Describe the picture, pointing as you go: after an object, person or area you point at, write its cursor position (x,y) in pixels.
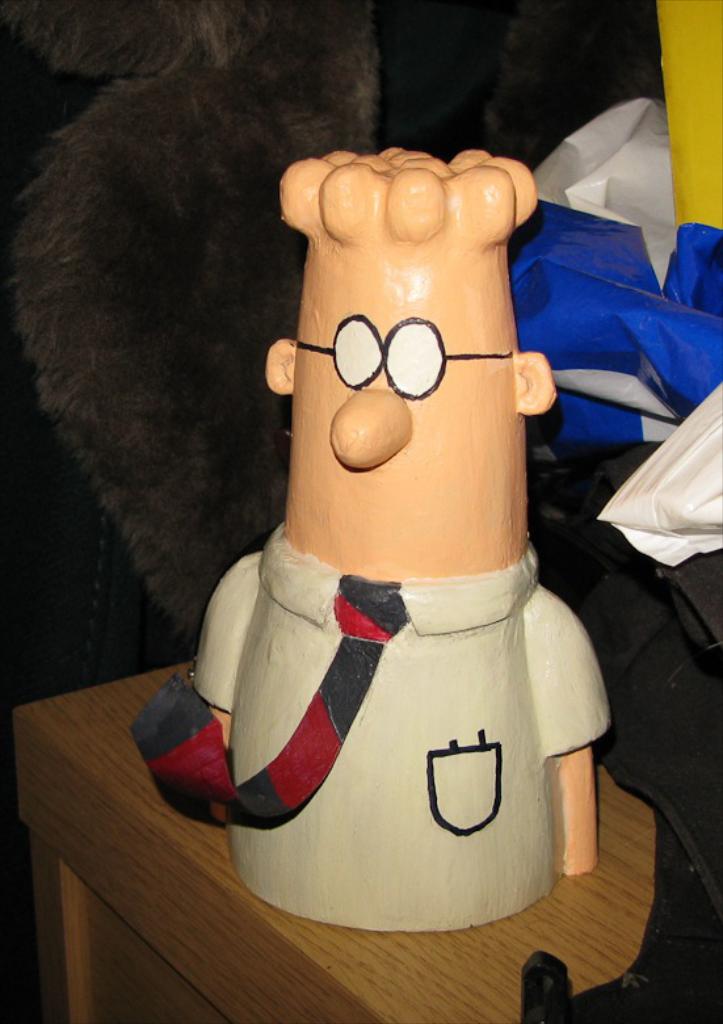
In this image I can see a toy (332,547), I can see colour of this toy (382,345) is cream, white, black and red. In the background (707,301) I can see a blue colour thing (586,304), a yellow colour thing (685,4) and few white colour things (699,436).
